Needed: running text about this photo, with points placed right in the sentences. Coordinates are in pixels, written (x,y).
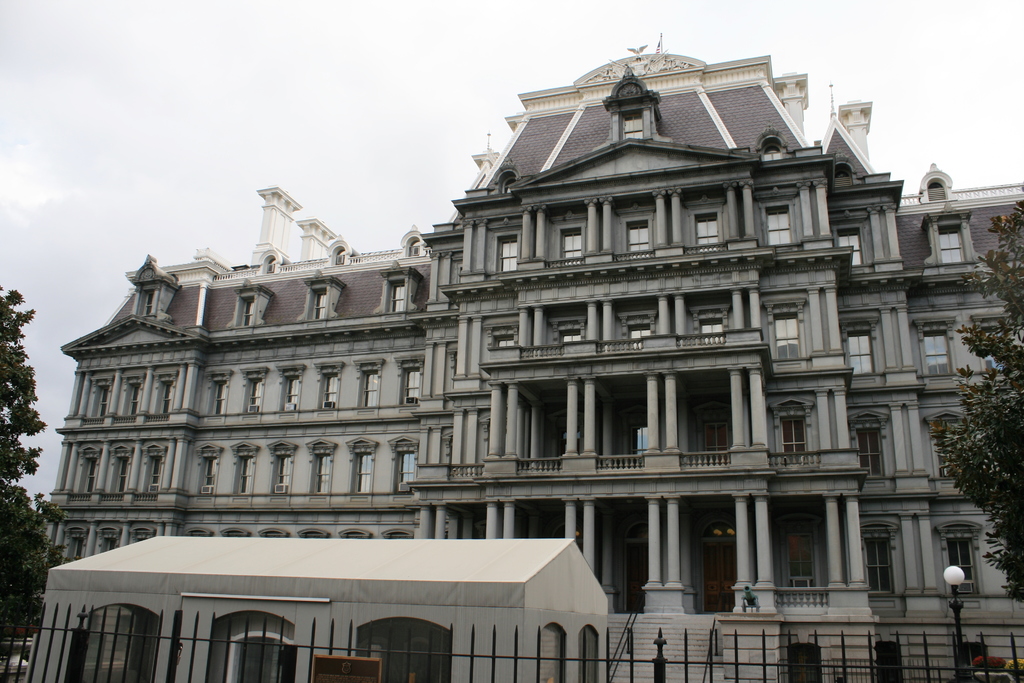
In this image we can see buildings (347,380), shed (272,587), fences (178,628), trees (967,394) and sky (167,195).
